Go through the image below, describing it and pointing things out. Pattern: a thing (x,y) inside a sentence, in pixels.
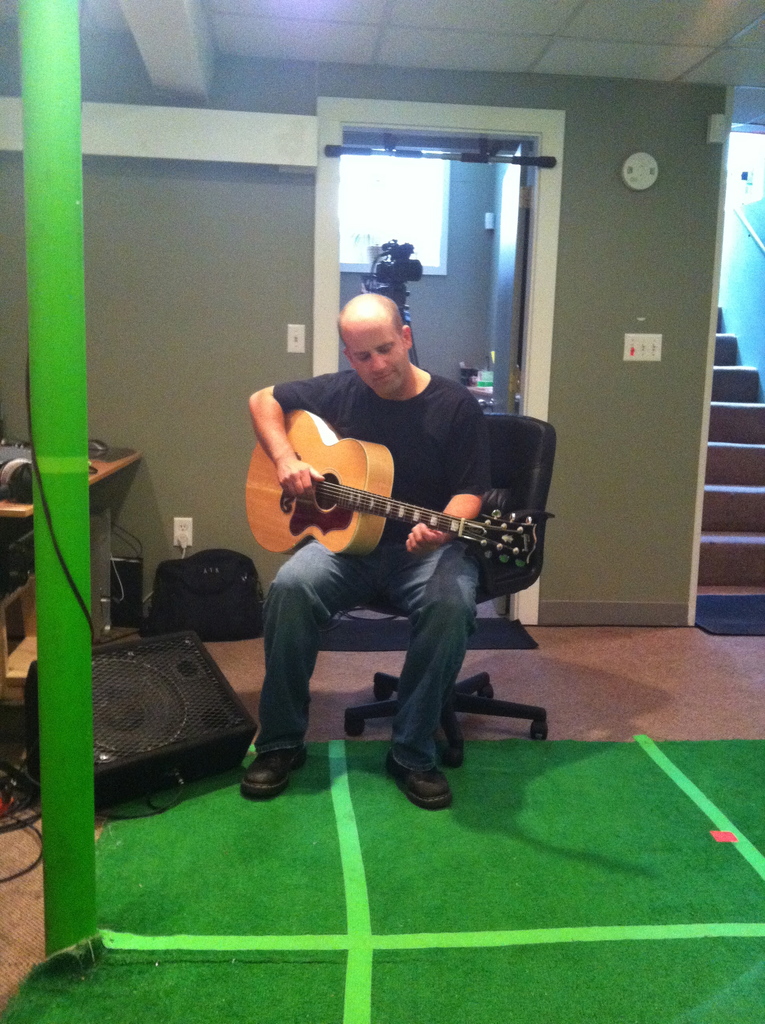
In the given image we can see that, this man (433,452) is sitting on a chair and he is holding guitar (342,509) in his hand (418,532). This is a pole (69,542) and sound box (130,681).
